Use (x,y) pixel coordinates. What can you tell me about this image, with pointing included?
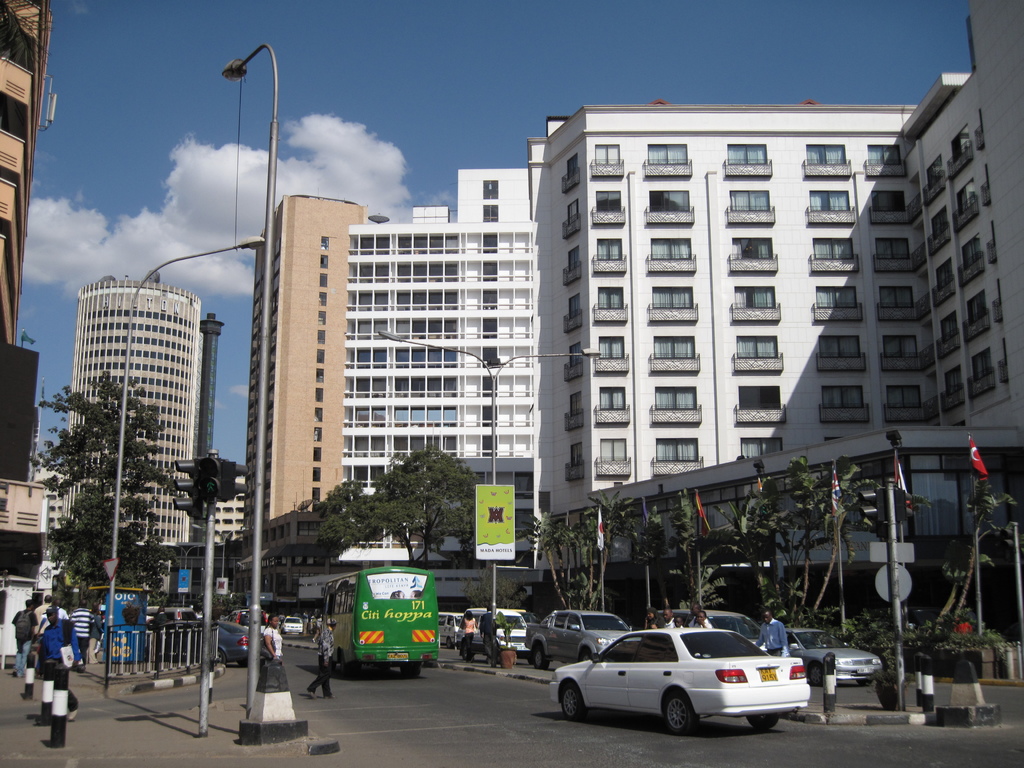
In this image, in the middle (429,507) there are vehicles (632,690), poles (45,682), street lights (258,551), trees (141,502), people (321,618), railing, flags (695,504), buildings (536,454), sky (239,406) and clouds (185,222).
